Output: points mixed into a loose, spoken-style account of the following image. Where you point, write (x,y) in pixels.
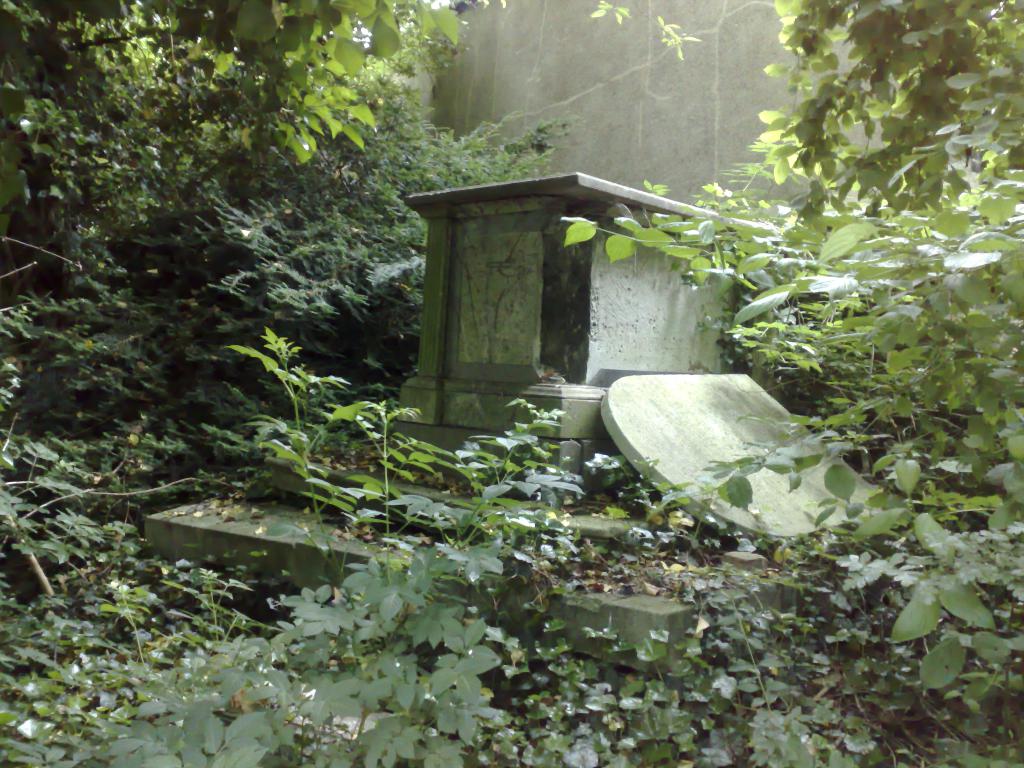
In the middle of the picture (507,339), we see a tomb (452,344) and a fallen headstone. Behind that, we see a wall (583,108) and there are many trees (350,324).
